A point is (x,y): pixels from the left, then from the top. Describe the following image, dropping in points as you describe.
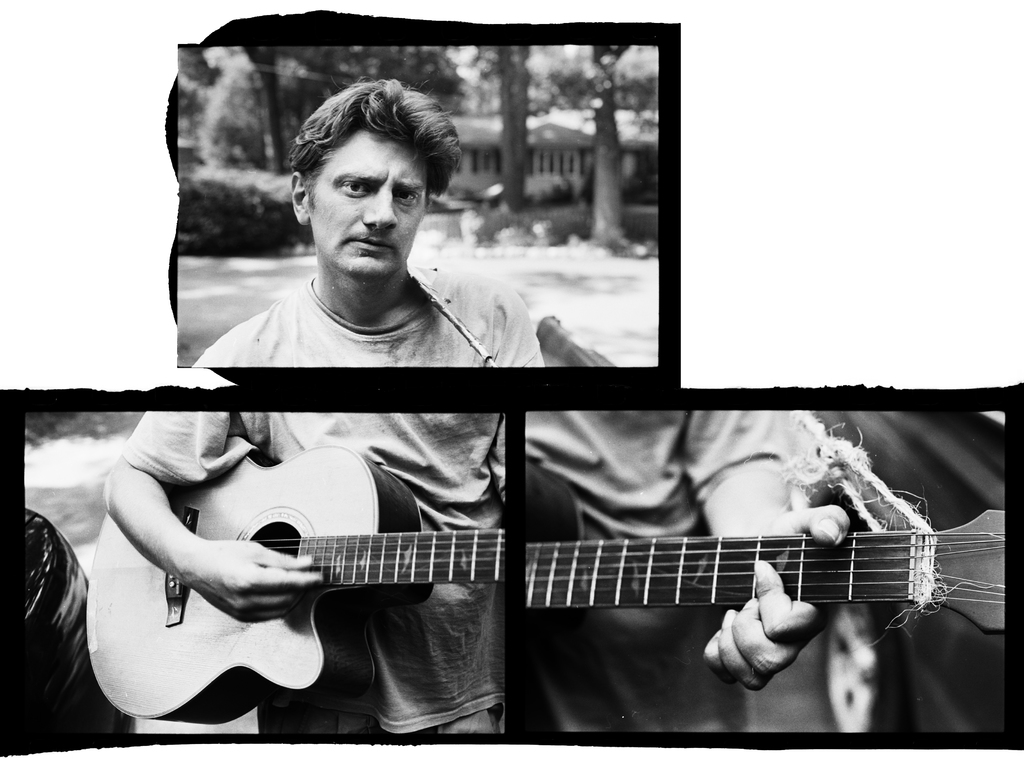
This is an edited image, this is a black and white image. There is a person (400,320) in this who is holding guitar (491,545). He is playing that guitar (789,581), there are trees (203,119) on the top (245,101) and in the bottom right corner (908,635) there is a car (908,635). He is wearing a t-shirt (433,331).
